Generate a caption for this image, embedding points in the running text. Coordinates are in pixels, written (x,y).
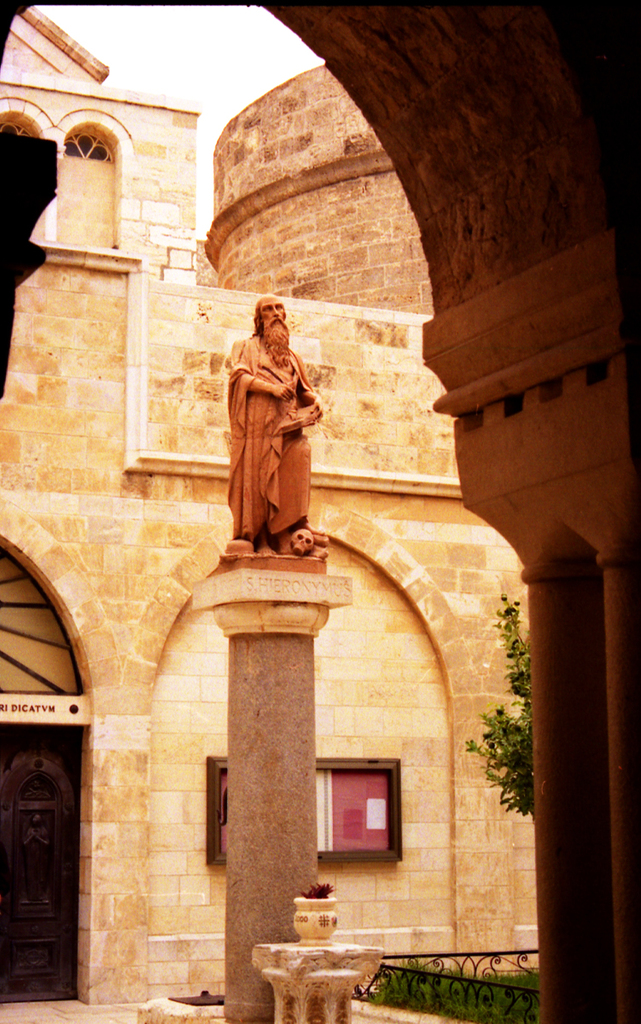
In the image we can see a sculpture (260,437) standing and wearing clothes (250,440). We can see a stone building (427,542), pillar (313,635), grass (499,1010), plant (527,708) and the sky (198,66). Here we can see the arch (76,605) and the board (336,801).
